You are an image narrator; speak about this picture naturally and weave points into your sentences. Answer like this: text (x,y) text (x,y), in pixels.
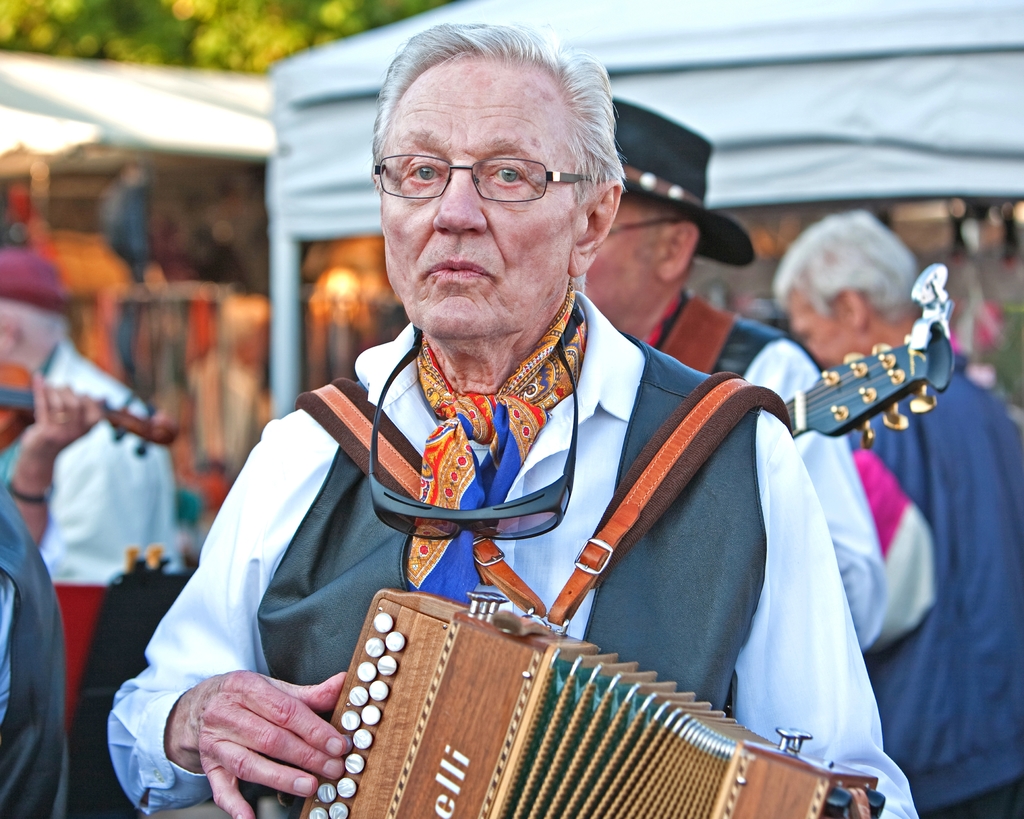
In this picture I can see a man (437,566) in front (470,666) who is standing and holding a musical instrument (469,716) in his hands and in the background (62,696) I see few more people (817,324) who are holding musical instruments (883,386) in their hands (82,413) and I see few stalls (228,171) and I see that it is blurred.
